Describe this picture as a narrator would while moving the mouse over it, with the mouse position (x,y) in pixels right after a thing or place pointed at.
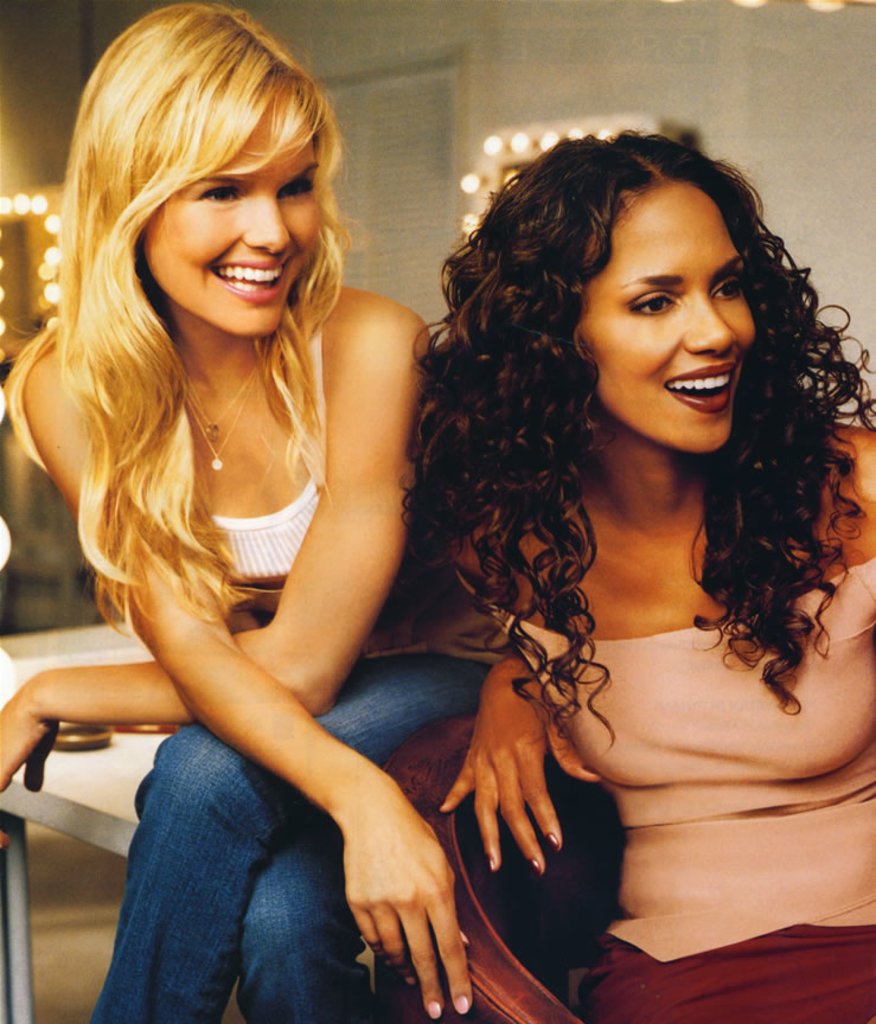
This image consists of two women (702,559) sitting. To the left (185,631), the woman (199,701) is sitting on the table (139,757). To the right (725,900), the woman (719,830) is sitting in the chair (594,796). In the background (591,84), there is a wall (624,84) along with lights (9,687).
